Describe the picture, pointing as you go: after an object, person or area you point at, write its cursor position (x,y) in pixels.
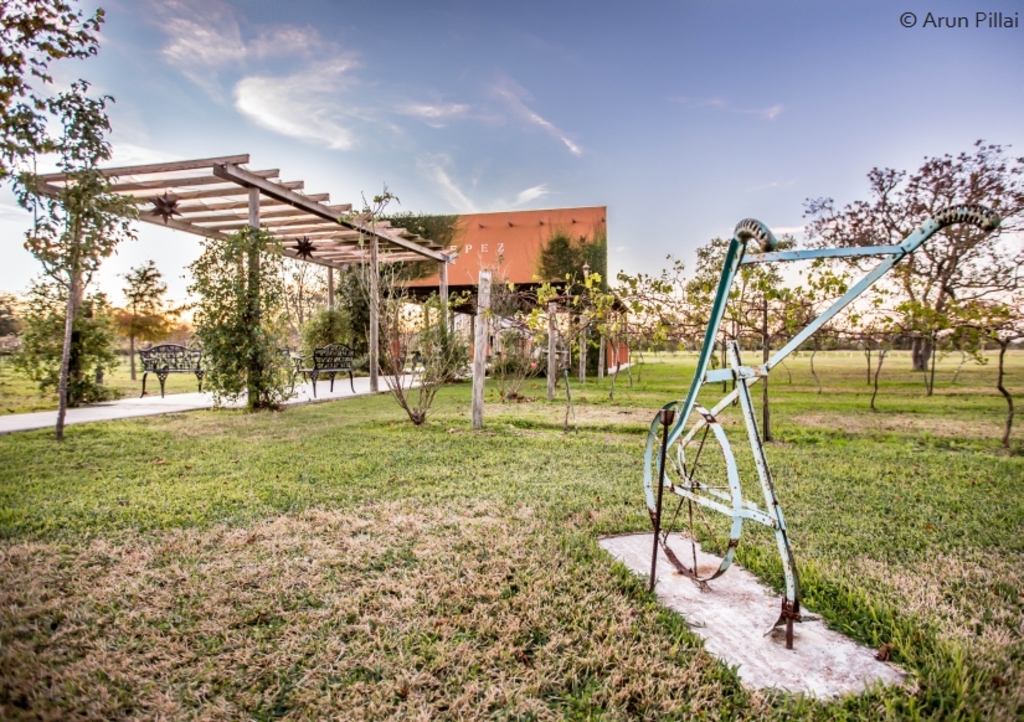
In this image we can see grass (89,480), benches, trees (47,327), poles (550,359), decorative item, shed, wheel (699,426), and an object (691,423). In the background (634,172) there is sky (647,135) with clouds (535,197). At the top of the image (1013,25) we can see something is written on it.
